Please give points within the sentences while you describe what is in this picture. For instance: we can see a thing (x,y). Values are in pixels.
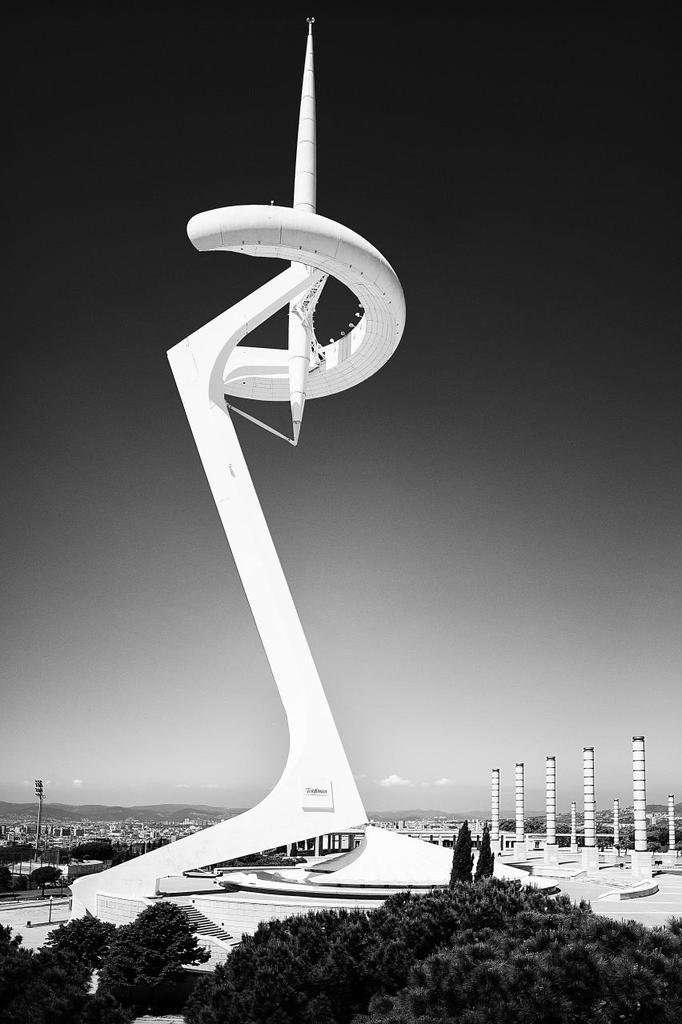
In this image I can see a architecture building (325,878) and few trees (460,890). I can also see this image is black and white in colour.
